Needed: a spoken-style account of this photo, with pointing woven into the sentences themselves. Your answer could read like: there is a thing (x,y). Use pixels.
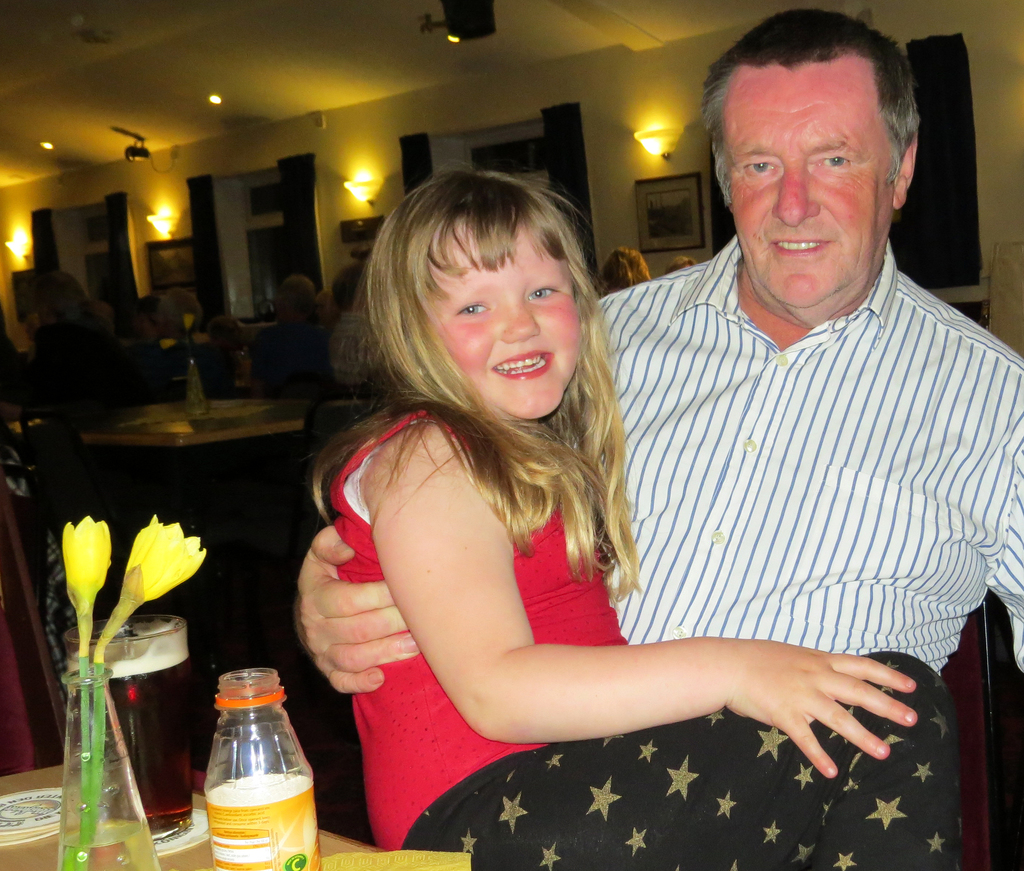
A man (799,447) in shirt (799,447) holding a girl (544,465). she is in red color t-shirt (530,605). And both of them are laughing. In front of them, there is a bottle (260,725), glass (169,702) filled with drink (156,764), flowers (157,585) and some other materials (85,793) on the table (209,870). In the background (320,171), there is a wall (324,181), light (173,219), tables (177,421), some other person (347,291) are sitting, photo frame (650,200) on the wall (647,170), and some other materials (189,367).
